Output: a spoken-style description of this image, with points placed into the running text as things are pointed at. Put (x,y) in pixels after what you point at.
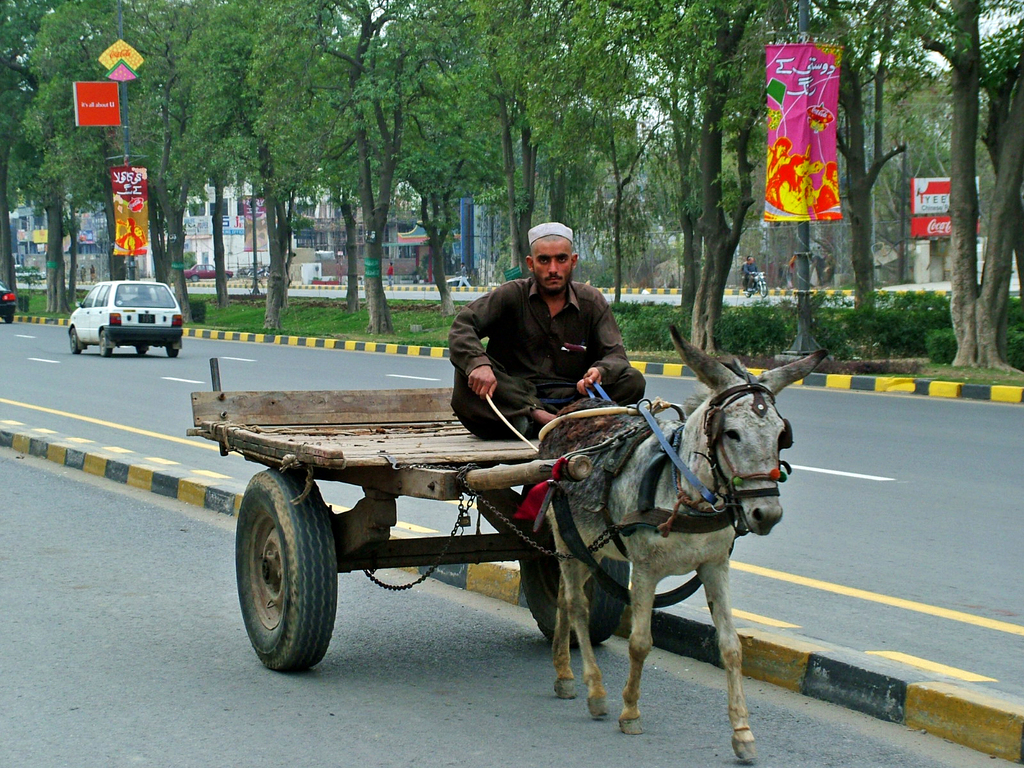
In this picture we can see a donkey cart (274,653) with a person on it on the road (486,736), here we can see vehicles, people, banners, posters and in the background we can see buildings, trees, plants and some objects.
